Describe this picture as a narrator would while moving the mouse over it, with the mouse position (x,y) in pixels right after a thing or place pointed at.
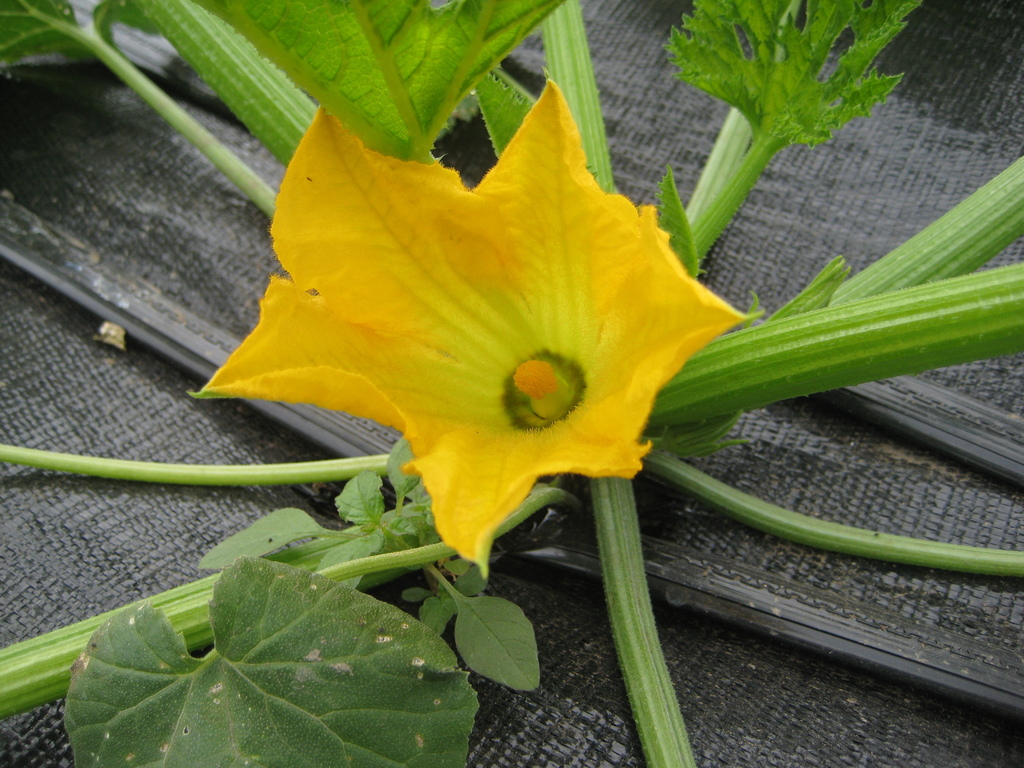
This image consists of a flower (497,345) which is in the center (547,357) and there are leaves (308,616).
